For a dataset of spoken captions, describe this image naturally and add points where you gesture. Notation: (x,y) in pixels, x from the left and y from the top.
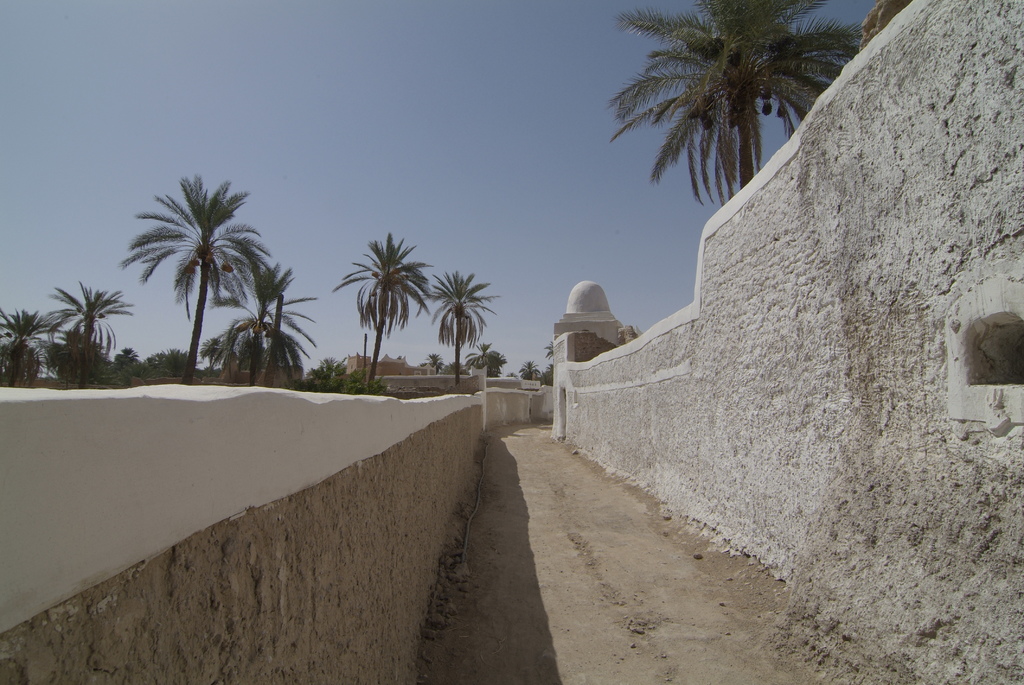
In the image we can see there is a building (588,305) and behind there are lot of trees (253,323).
